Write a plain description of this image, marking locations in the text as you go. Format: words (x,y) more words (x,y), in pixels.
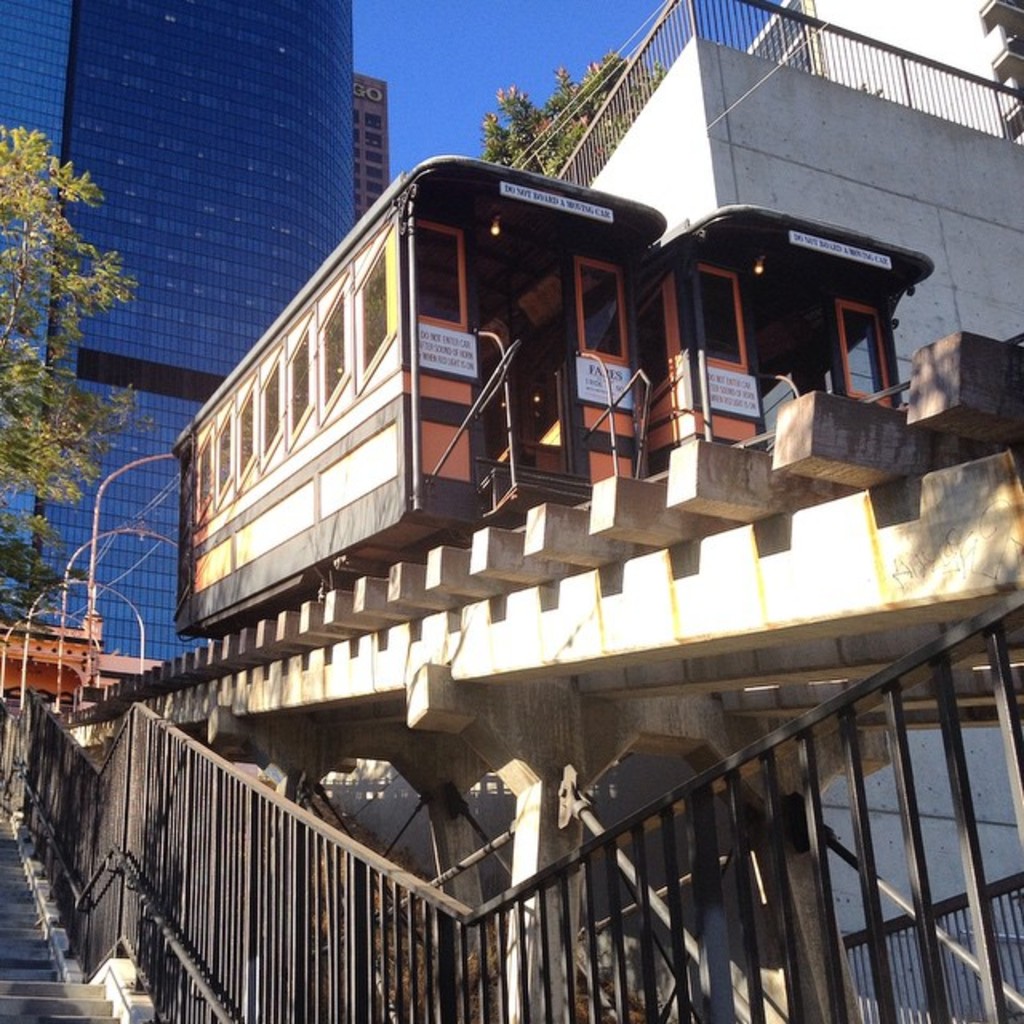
In the background of the image (130,201) there are buildings (39,115). In the left side of the image (2,618) there is a tree (34,537). In the bottom of the image (8,1004) there is a staircase (65,1021). There is a staircase railing (138,715). Right side of the image (898,618) there is a track (304,622). There are two trains (453,208).
